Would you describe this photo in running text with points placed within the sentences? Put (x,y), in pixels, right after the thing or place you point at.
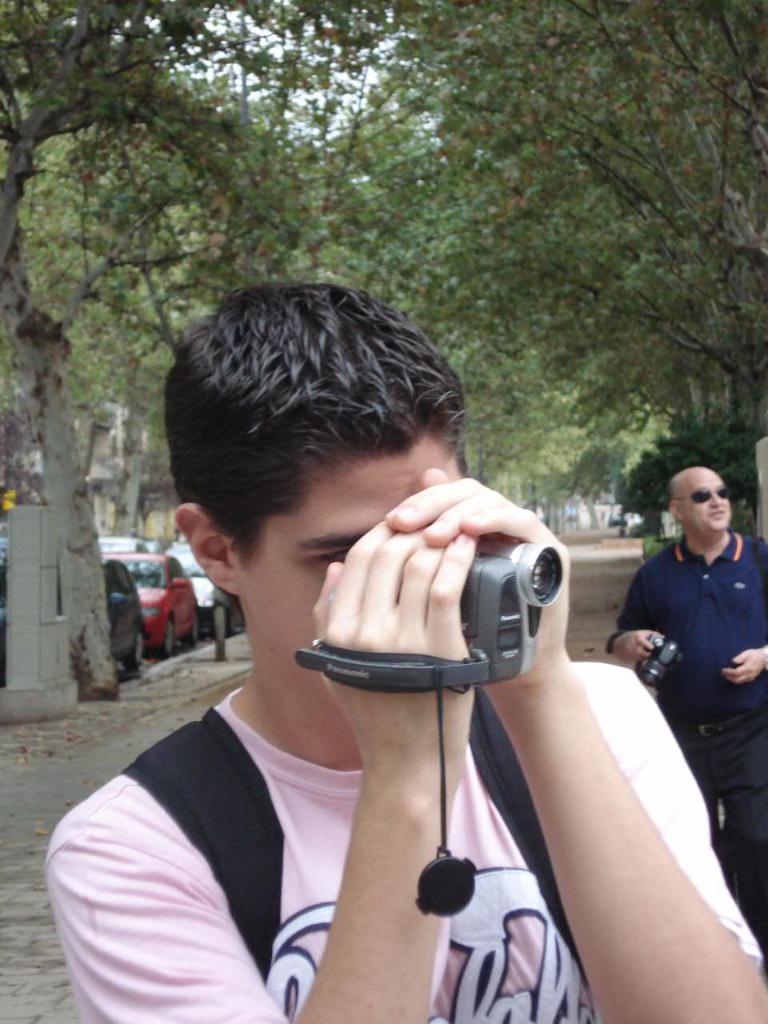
In this image, In the middle (319,398) there is a boy (425,921) who is holding a camera (475,639) and taking a picture, In the right side (707,657) there is a man (697,692) standing and holding a camera (650,658), In the background (83,760) there is a road (92,754) in white color and in the top (289,185) there are some green color trees (500,94).
